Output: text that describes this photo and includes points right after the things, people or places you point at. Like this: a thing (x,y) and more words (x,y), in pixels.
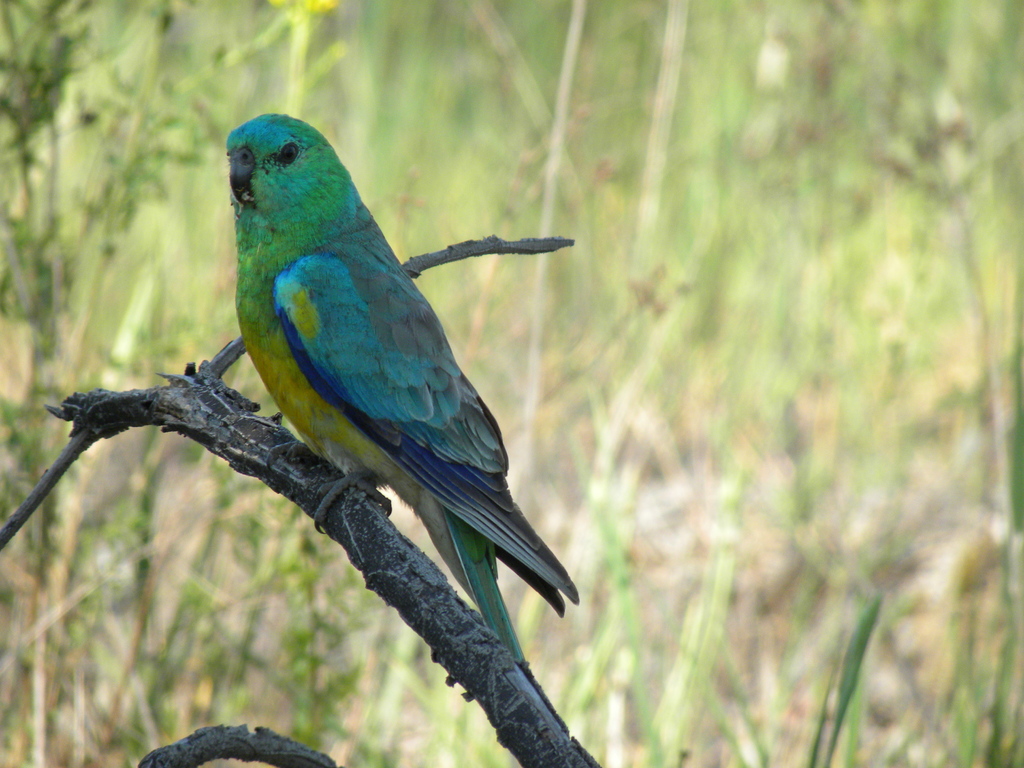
In the front of the image (278,238) I can see a bird (337,315) is standing on the branch (255,448). In the background of the image (844,210) it is blurry.
